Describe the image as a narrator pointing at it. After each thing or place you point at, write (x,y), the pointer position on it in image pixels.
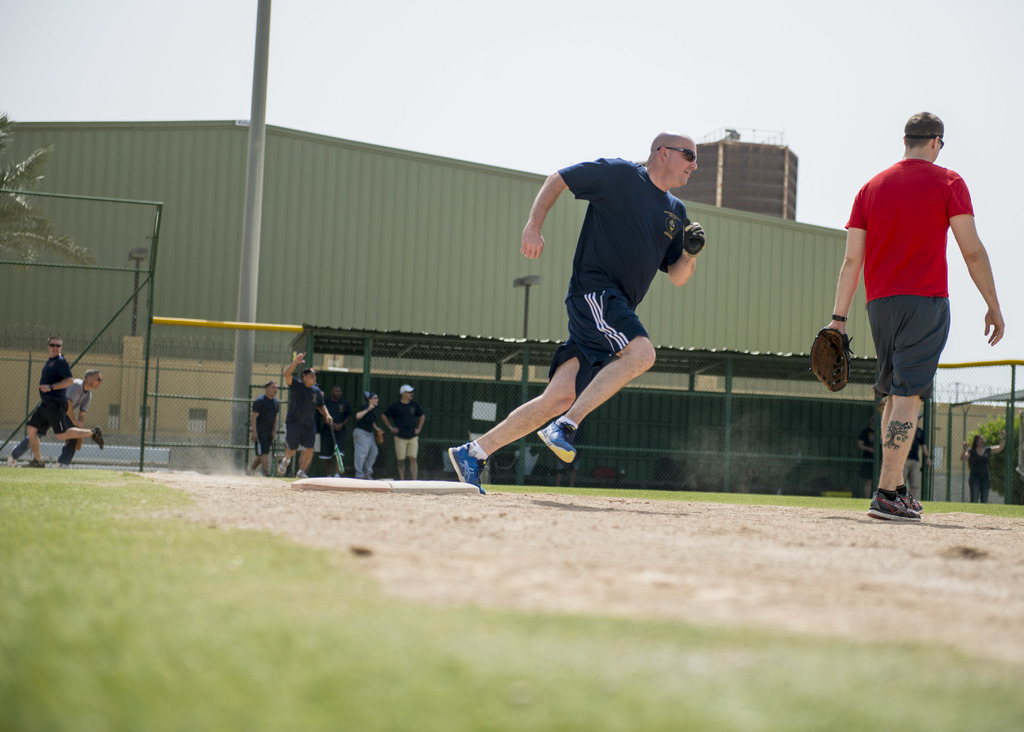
In this picture I can observe a man (596,191) running in the middle of the picture (558,347). On the right side (907,294) I can observe a man (907,281) walking on the land (880,538). In the background (294,394) there are some people (362,421) standing. I can observe a pole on the left side (257,63). In the background (612,83) I can observe a sky (572,78).
